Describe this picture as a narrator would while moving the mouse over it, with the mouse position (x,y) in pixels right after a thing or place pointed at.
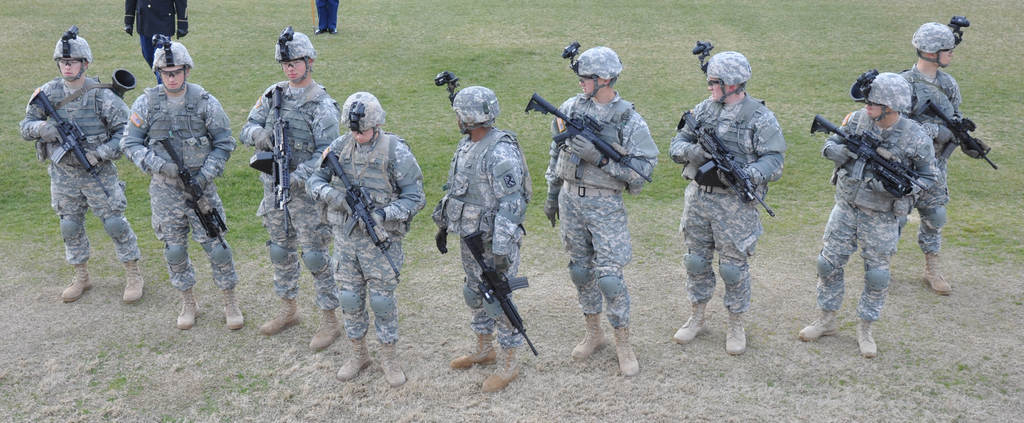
In this image there is a ground (425,106) on which there are few peoples (878,129), at the top (183,6) I can see two persons (142,28).
